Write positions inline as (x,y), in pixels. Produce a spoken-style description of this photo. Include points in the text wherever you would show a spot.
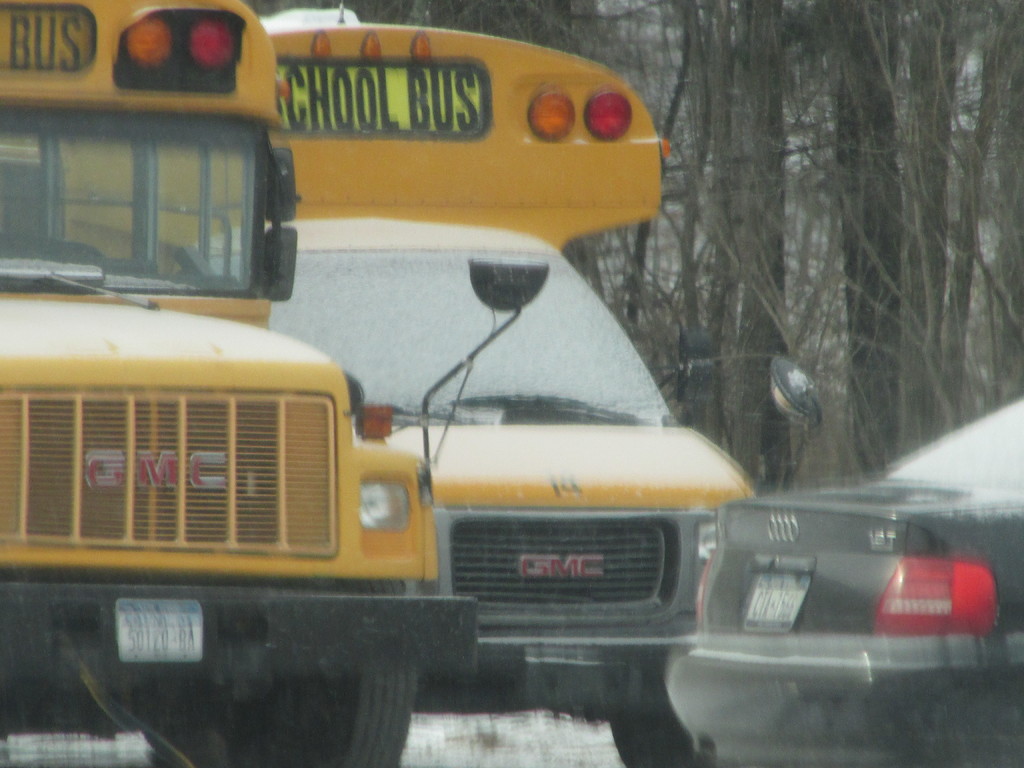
In this picture we can see there are three vehicles (353,508). Behind the vehicles (258,390), there are trees (774,234).
